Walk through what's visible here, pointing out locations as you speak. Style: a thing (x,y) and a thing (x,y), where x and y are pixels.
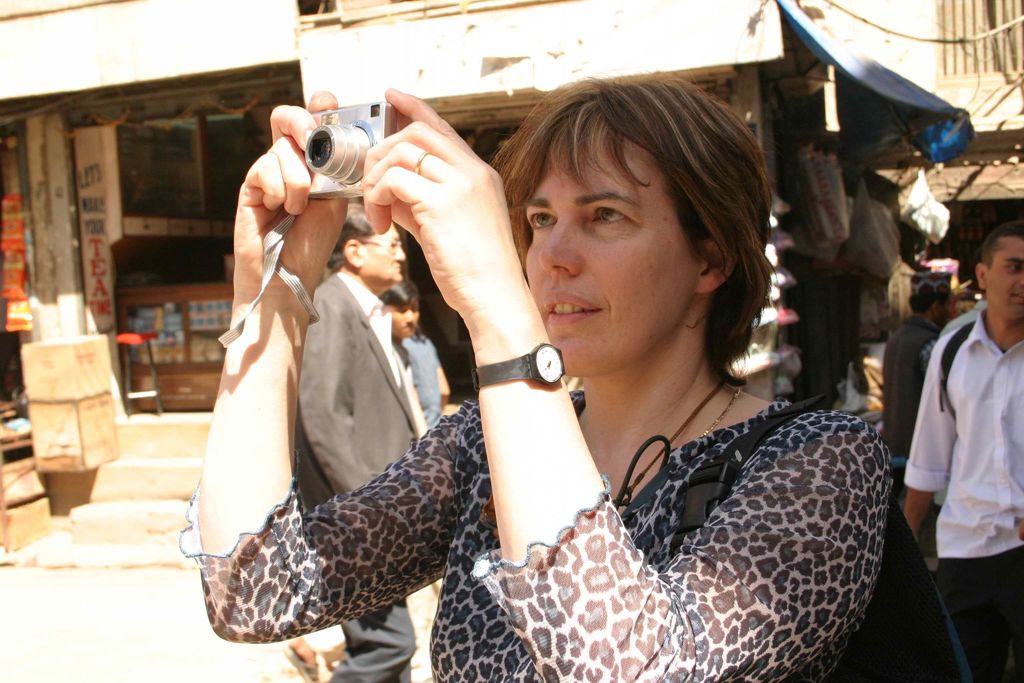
In the image we can see there is a woman (651,218) who is standing and holding camera (336,166) in her hand (413,177) and at the back (966,387) people (966,387) are standing.
